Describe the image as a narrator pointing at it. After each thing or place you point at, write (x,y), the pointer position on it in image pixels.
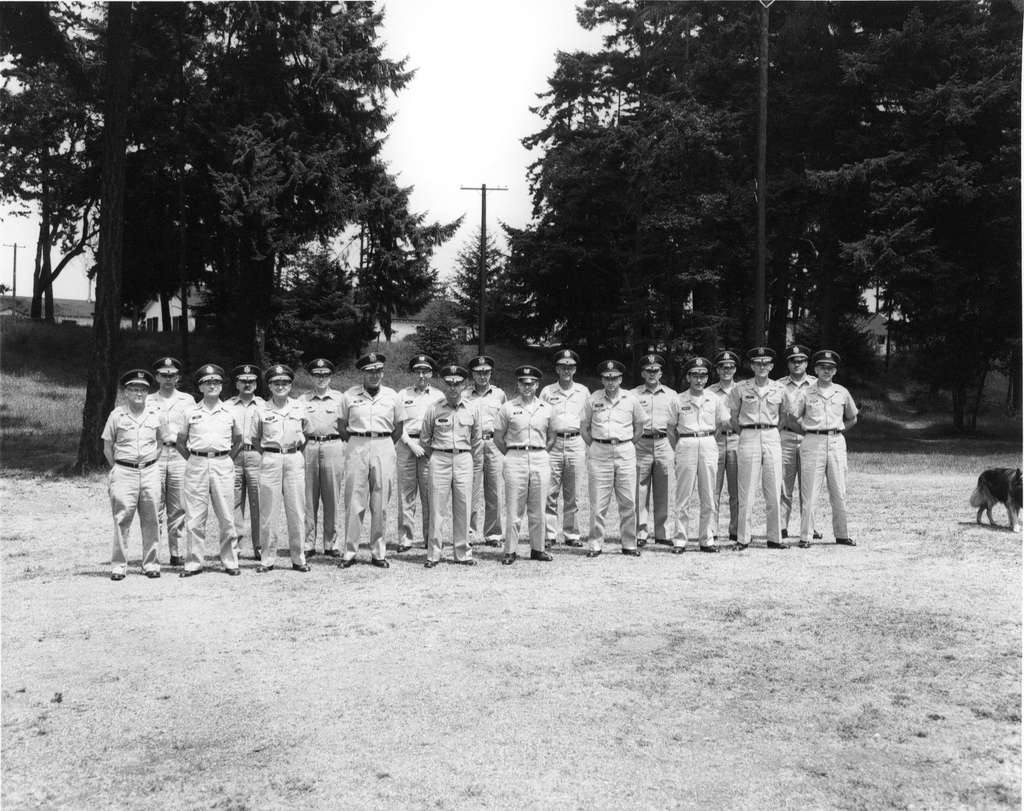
In the picture I can see few police men (546,438) standing and there is a dog (1011,496) in the right corner (1021,484) and there are few trees (309,214) and poles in the background (153,205).
